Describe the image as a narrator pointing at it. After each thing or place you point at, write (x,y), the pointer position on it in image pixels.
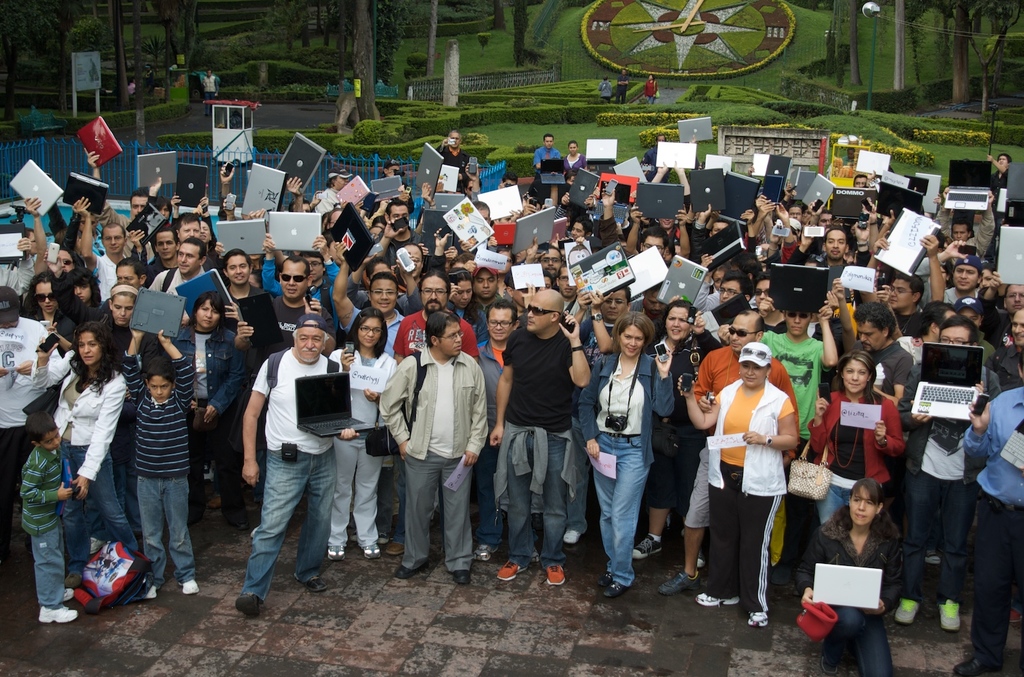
In this picture we can see a group of people (648,375) standing on the floor (344,621), laptops (284,156), cameras (617,432), bags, booth (241,132), board (79,59) and in the background (139,98) we can see trees (856,23).
